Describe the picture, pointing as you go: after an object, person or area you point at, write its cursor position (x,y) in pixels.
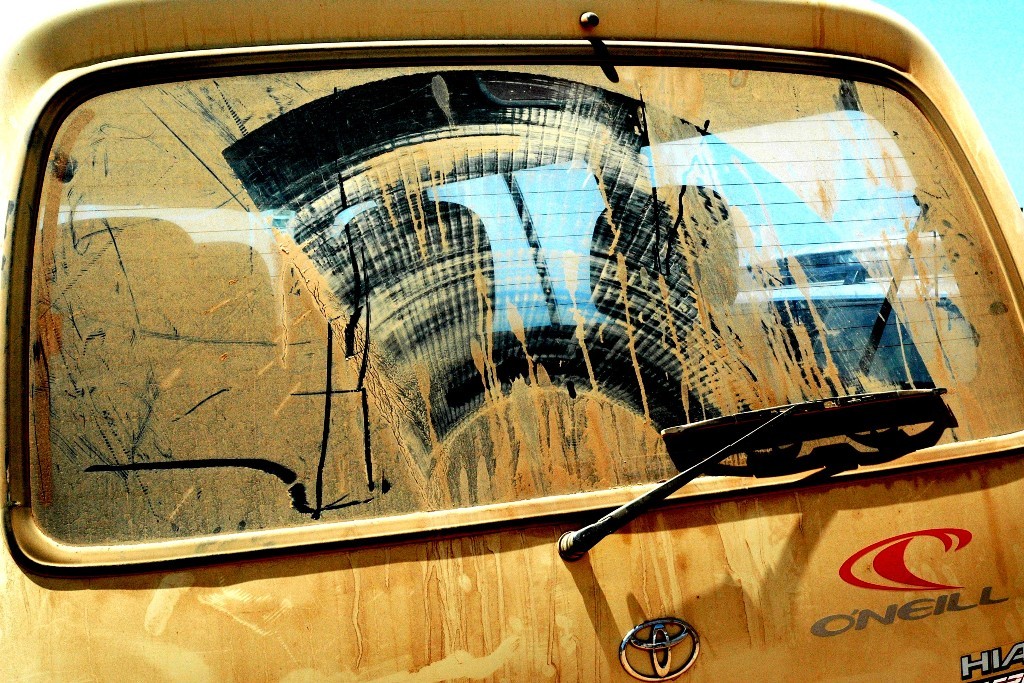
In this image, we can see back view of a vehicle (816,585) which is in orange color. In the middle of the image (570,362), we can see a glass window (796,388), in the glass window (548,269), we can see two seats (647,275). On the right side of the glass window (955,305), we can also see another vehicle (883,295). At the top (969,57), we can see a sky (972,53).
